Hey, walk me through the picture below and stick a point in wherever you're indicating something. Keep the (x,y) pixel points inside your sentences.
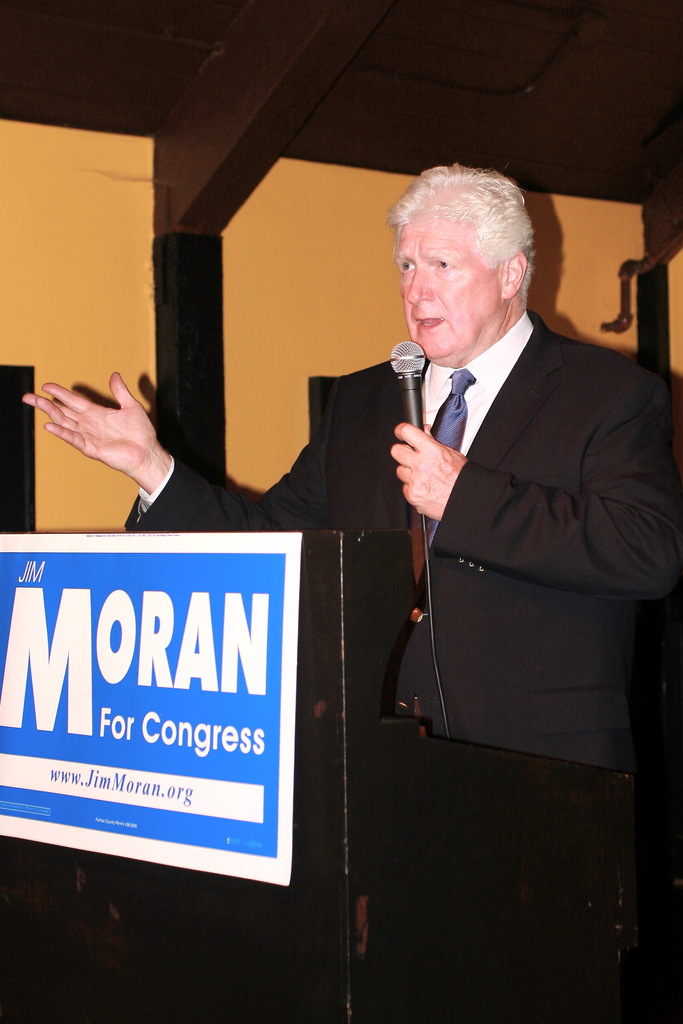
In this picture we can see a man (569,557) wearing a black blazer (570,558), holding a mike (416,402) in his hand (408,446) and talking. This is a board (159,766).
